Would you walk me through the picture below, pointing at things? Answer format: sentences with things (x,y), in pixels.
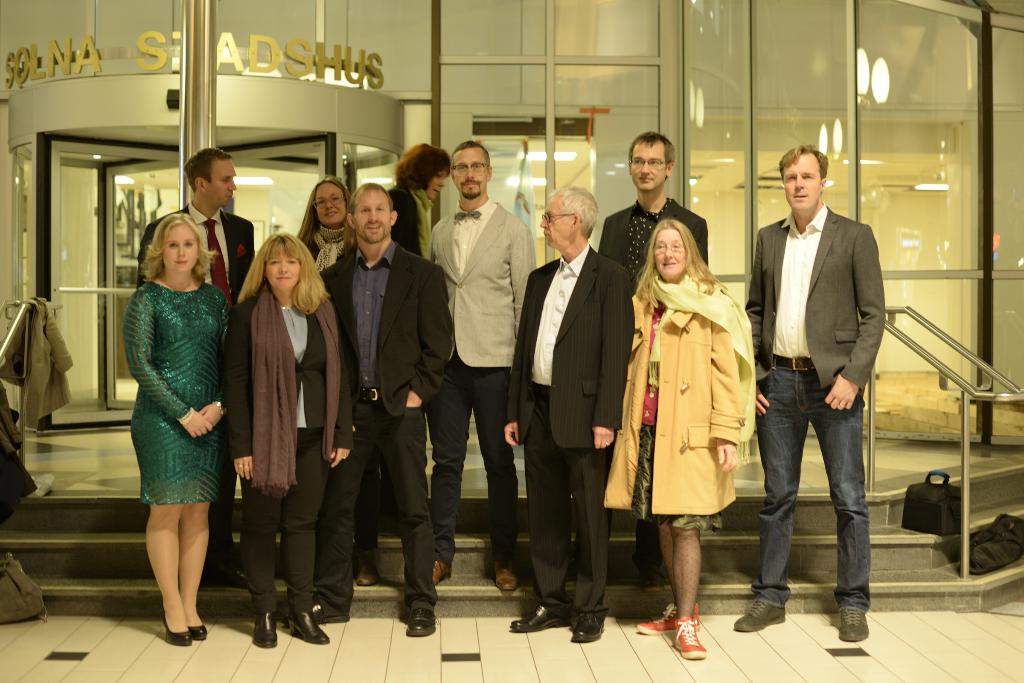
In this picture there are people (797,364) standing and we can see bags (945,492), clothes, railings (10,335), steps (60,574) and glass (686,100), through this glass (754,26) we can see lights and text (11,76).
